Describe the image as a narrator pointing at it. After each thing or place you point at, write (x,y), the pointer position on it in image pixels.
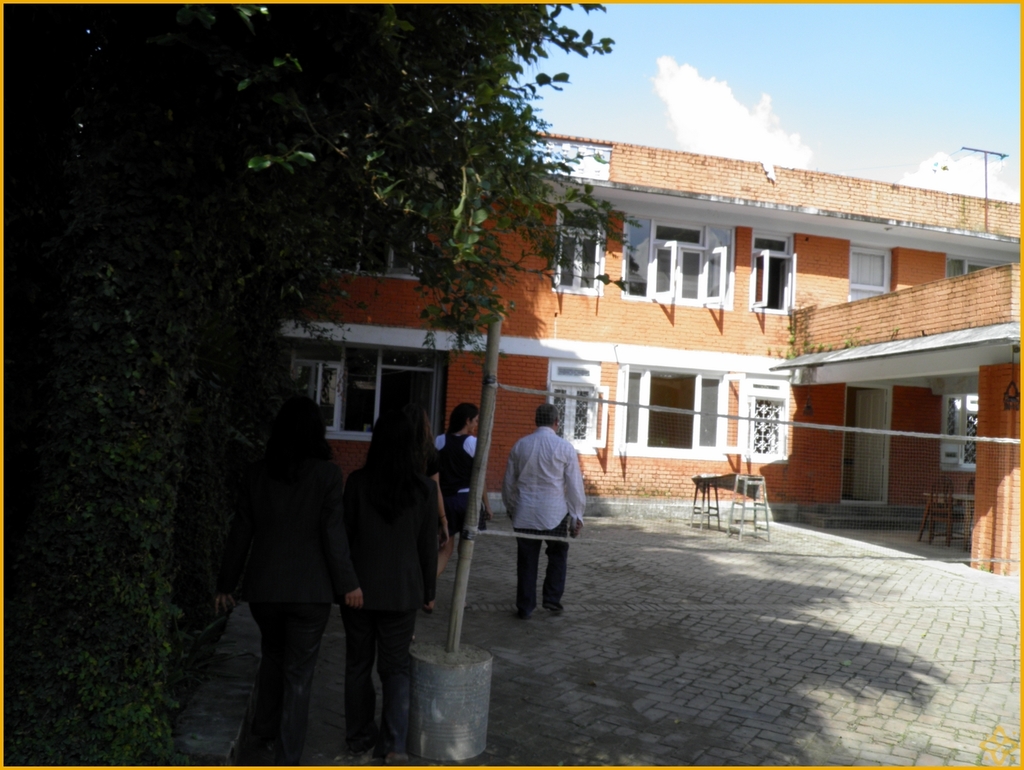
There are four persons (427,539). Here we can see trees (72,311), building (702,429), doors (858,435), windows (695,401), and table (942,502). In the background (876,139) there is sky (848,133).
